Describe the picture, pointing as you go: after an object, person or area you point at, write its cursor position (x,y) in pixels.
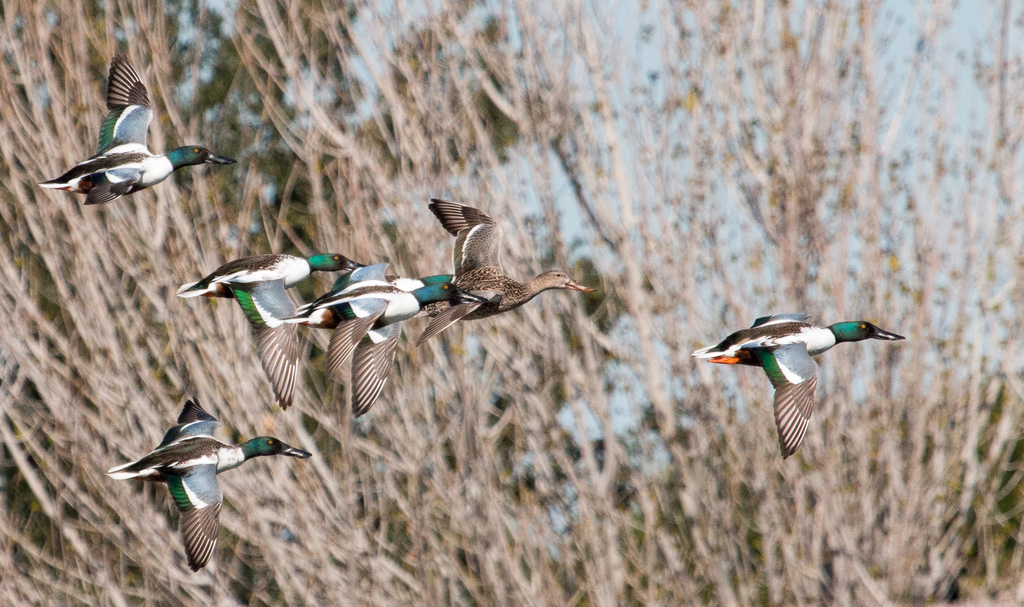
This image is clicked outside. There are so many birds (398,297) in the middle (471,275). There is something like plants (176,227) in the back side (793,292).
